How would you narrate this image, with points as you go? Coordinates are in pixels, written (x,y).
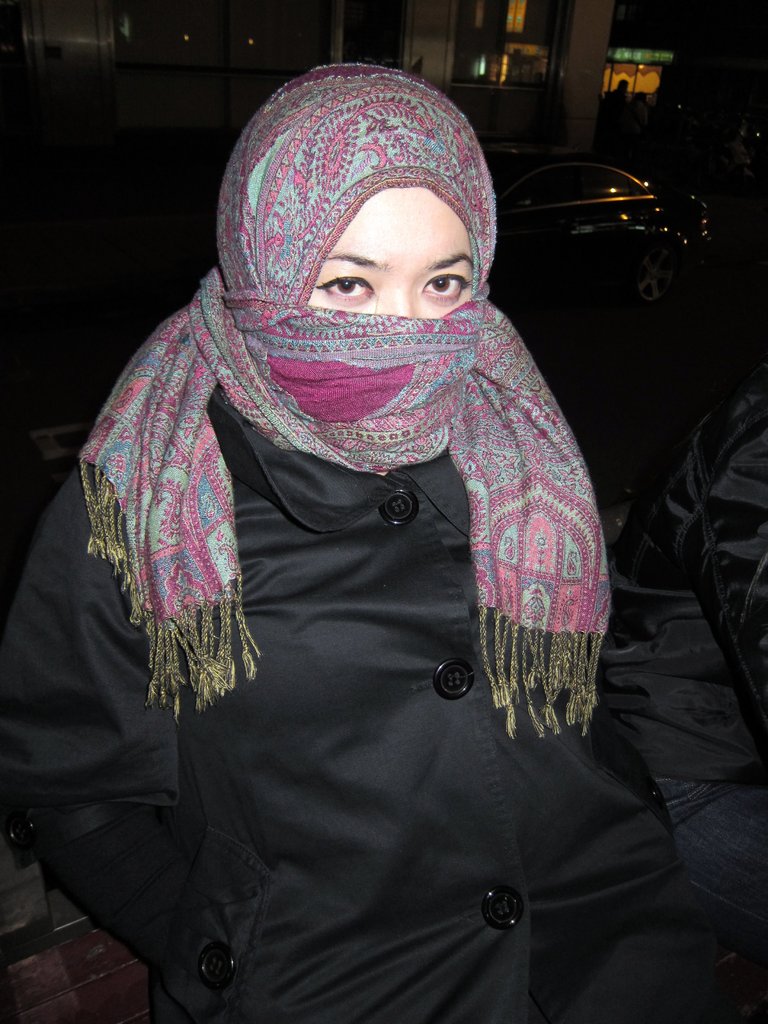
In the picture I can see a woman (300,507). The woman (273,461) is wearing a scarf (303,296) and black color clothes (352,707). In the background (624,271) I can see vehicle (616,260) and some other objects (518,33). The background of the image (588,227) is dark.
